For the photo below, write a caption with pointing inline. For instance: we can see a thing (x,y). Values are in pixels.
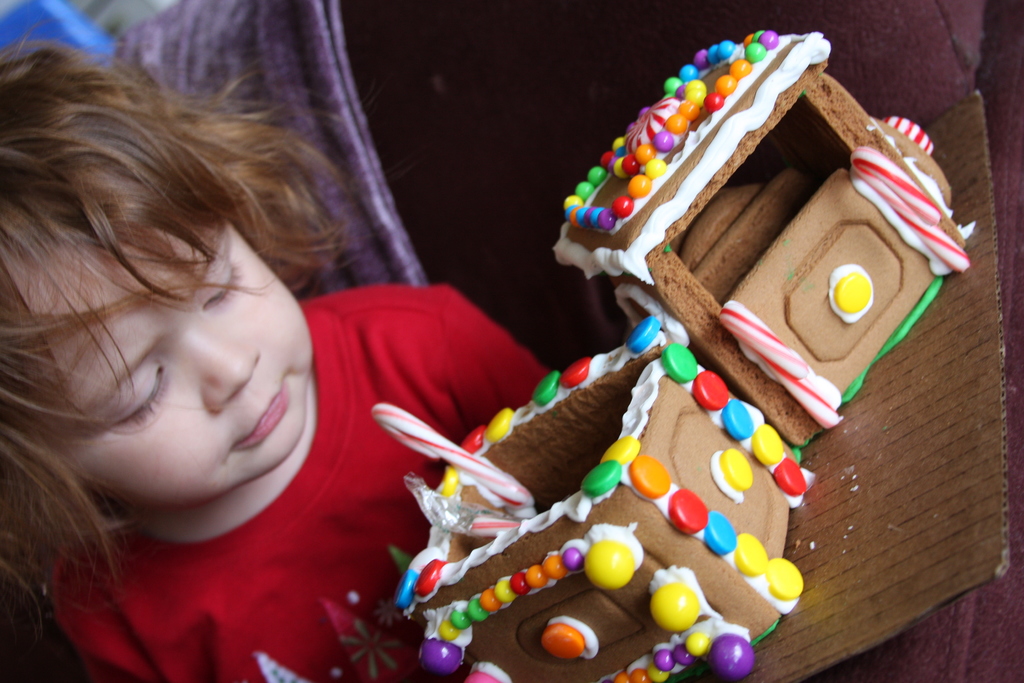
There is a kid (204,572) wearing red dress (223,599) and there are few eatables (692,458) placed in front of her.
